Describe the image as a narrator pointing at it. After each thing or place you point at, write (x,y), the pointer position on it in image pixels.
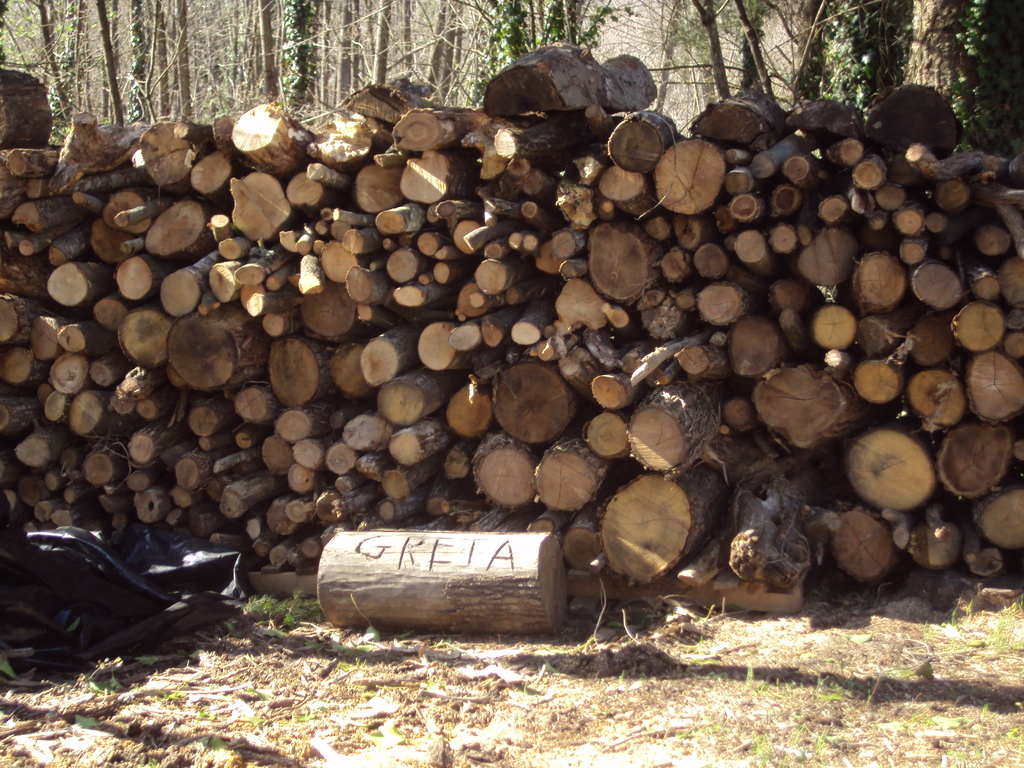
In this image I can see the ground (569,653), a black colored object (135,592) on the ground (633,662) and number of wooden logs (570,533) on the ground (610,659). In the background (383,3) I can see few trees (869,11).
